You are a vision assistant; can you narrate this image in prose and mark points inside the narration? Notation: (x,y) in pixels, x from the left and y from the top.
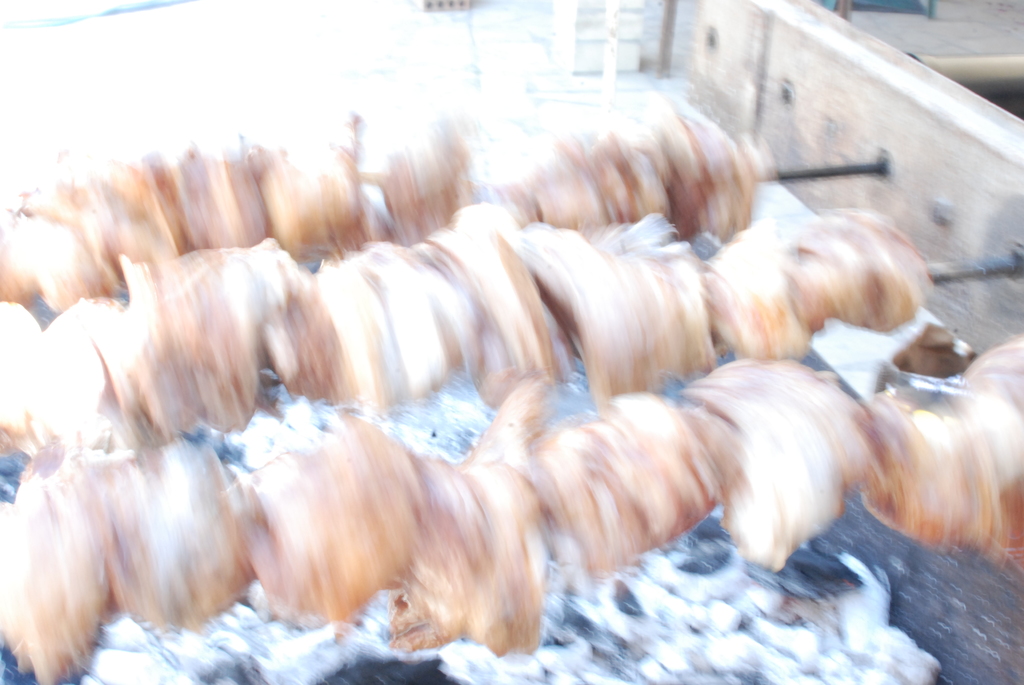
In this image I can see few barbecues (411,239) are attached to a wooden plank (805,89). At the bottom (590,613) there is a white color object (688,631).
